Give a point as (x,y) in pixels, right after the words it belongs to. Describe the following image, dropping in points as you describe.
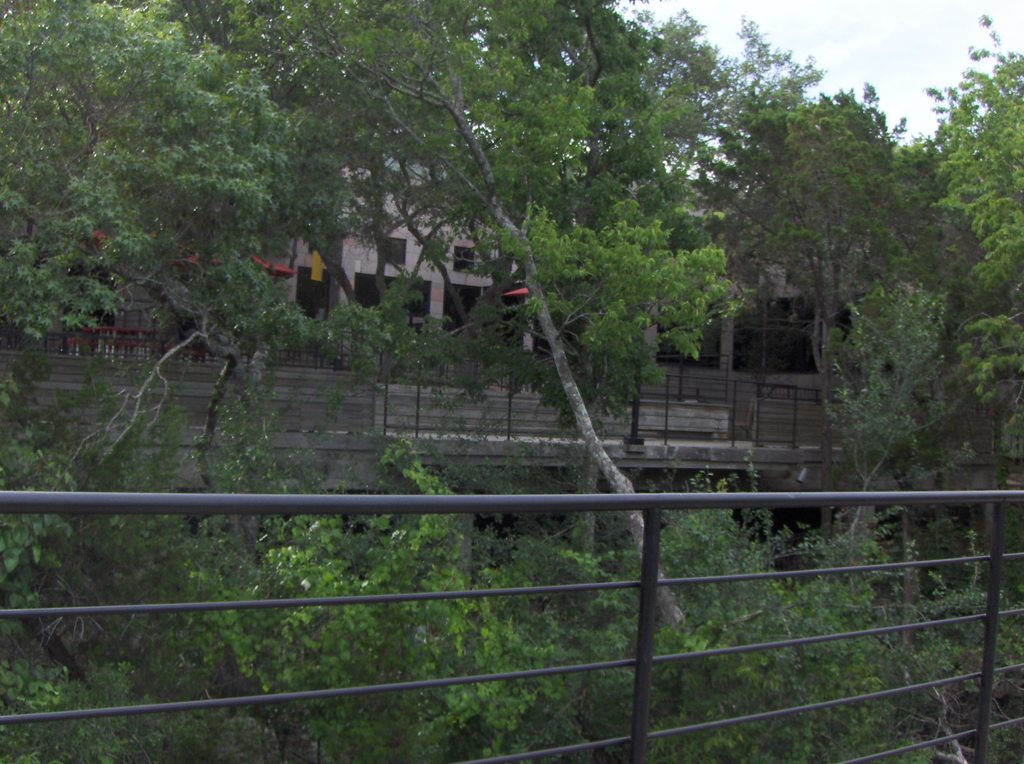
In the picture I can see steel railing (44,716), trees (333,328), houses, fence (743,436) and the sky (957,49) in the background (957,49).
